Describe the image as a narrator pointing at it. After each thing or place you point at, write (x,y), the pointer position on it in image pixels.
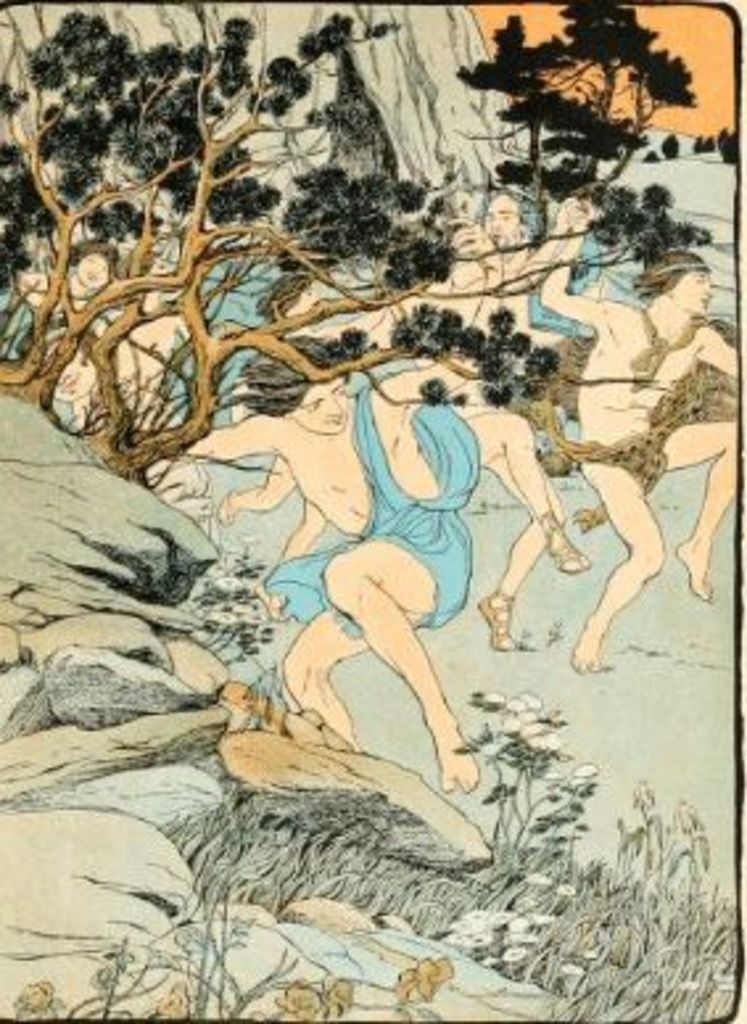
This image is an edited and painting image in which there are persons (388,385), trees (163,285) and stones (323,792).
